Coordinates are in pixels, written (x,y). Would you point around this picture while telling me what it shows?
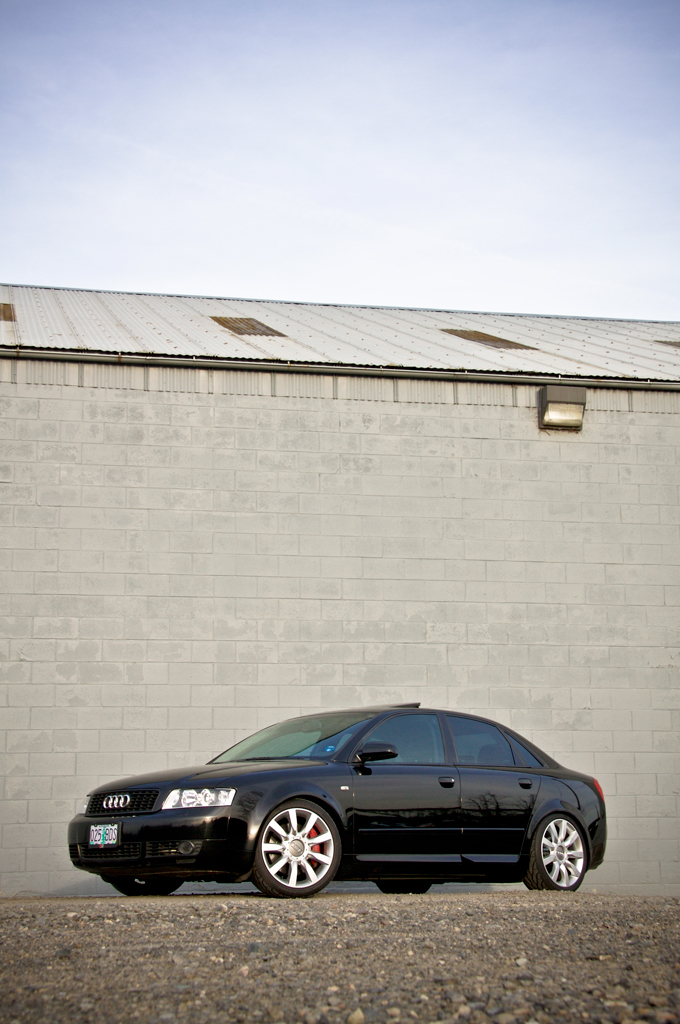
In this image there is a black car (284,842) on the road (258,921). In the background (280,636) there is a wall (355,644). At the top (332,121) there is sky (324,130).
